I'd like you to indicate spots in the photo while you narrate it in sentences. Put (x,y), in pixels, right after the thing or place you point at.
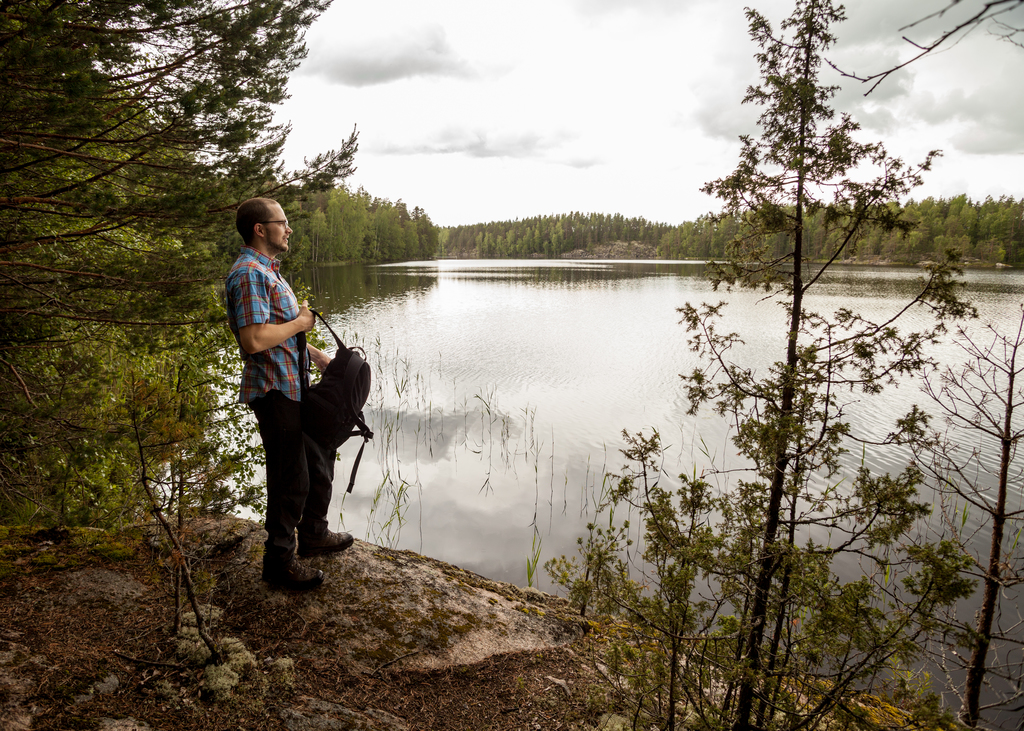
In this picture we can see a man (317,532) on the ground (253,570) and he is holding a bag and in the background (332,508) we can see water (859,450), trees (775,468) and the sky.
